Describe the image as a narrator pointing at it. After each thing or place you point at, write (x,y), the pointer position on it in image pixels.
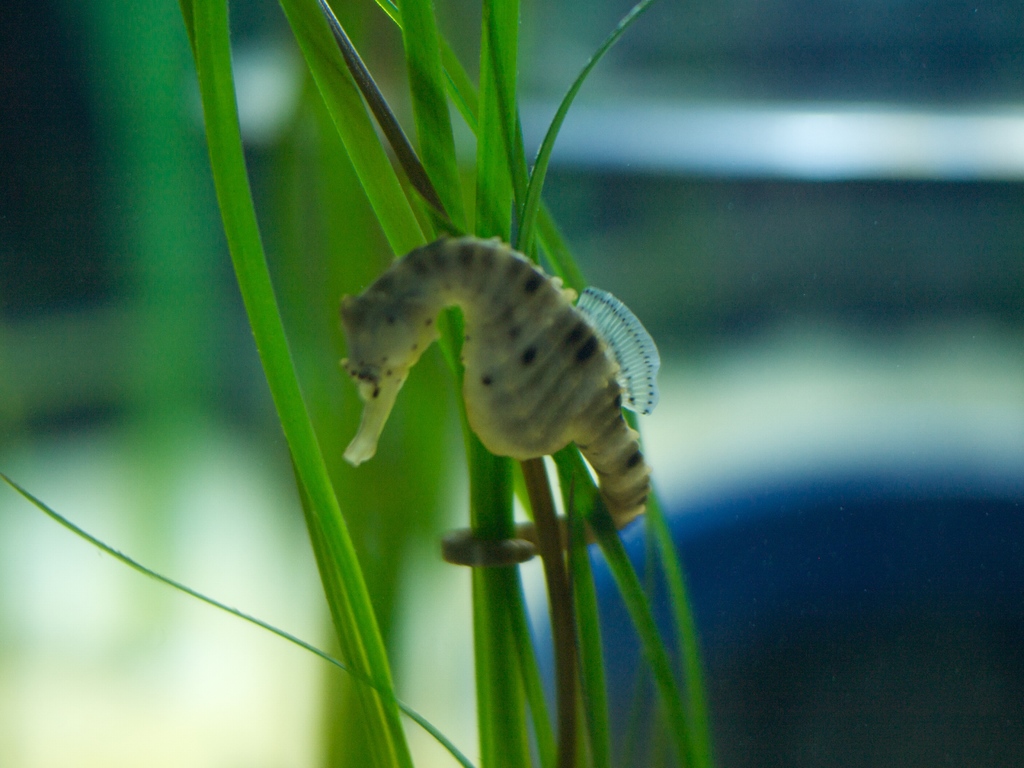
This image consists of a seahorse (533,452) on the grass (532,472). The background (266,24) is blurred.
